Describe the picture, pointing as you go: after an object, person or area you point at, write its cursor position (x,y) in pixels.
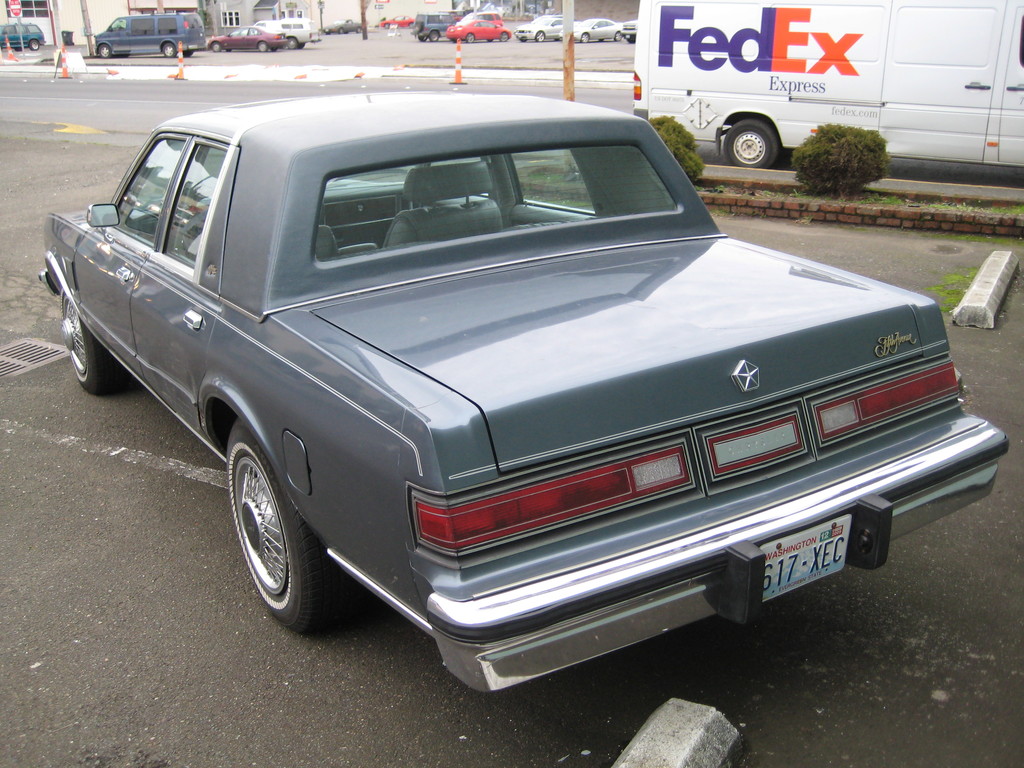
In this image we can see a car (473,460) parked on the road (449,88). We can also see some plants (799,169), vehicles (754,133), divider poles (459,77) and a building (347,6) with some windows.
